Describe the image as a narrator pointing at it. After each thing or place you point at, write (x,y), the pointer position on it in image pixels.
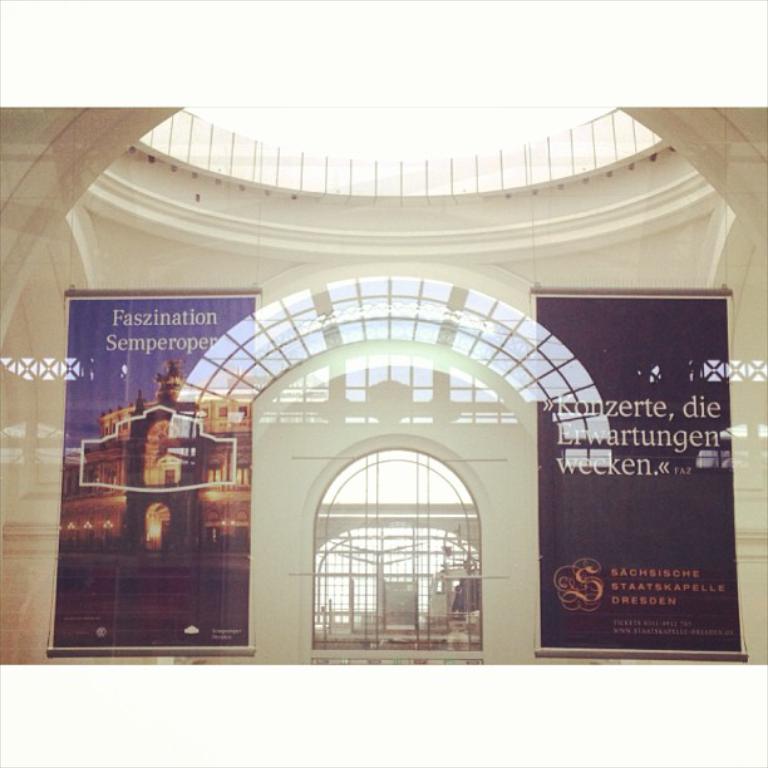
In this image we can see an advertisement (96,503), window (417,503), glass (386,516) and wall (364,258).
